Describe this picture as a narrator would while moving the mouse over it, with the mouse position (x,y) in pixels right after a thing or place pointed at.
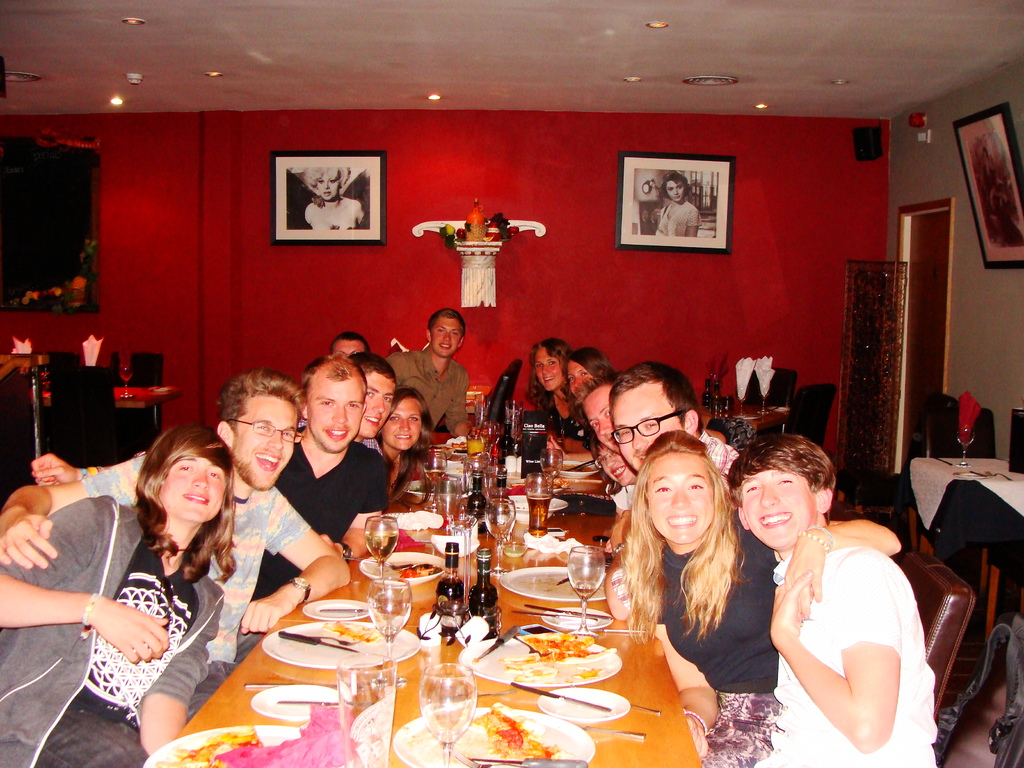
In this image there are group of people (308,459) who are sitting on a chair (497,385) in front of them there is one table (425,503) on that table (586,625) there are plates (327,652), glasses (380,620), bottles (438,587), spoons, knives (553,692), forks (542,650), are there and on the top of the image (468,56) there is ceiling (638,68) and lights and in the middle of the image (545,314) there is wall (736,281) and on that wall (760,308) there are two photo frames (307,183) and in the right side of the image (931,196) there is one wall (935,129) on that wall (950,182) there is one photo frame (994,196) beside that photo frame (977,200) there is one door (915,277) and in the bottom of the right corner (969,532) there is another table (959,520).
